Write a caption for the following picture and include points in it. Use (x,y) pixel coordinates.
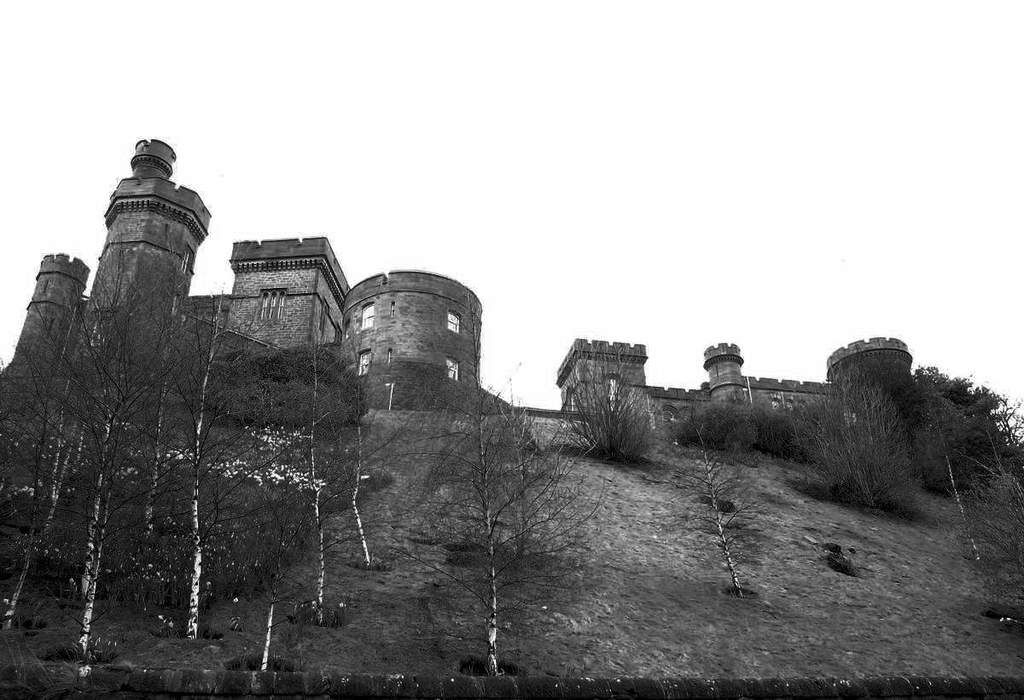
In this image we can see a black and white picture of few buildings (332,343), trees (199,443) and the sky (560,162).
